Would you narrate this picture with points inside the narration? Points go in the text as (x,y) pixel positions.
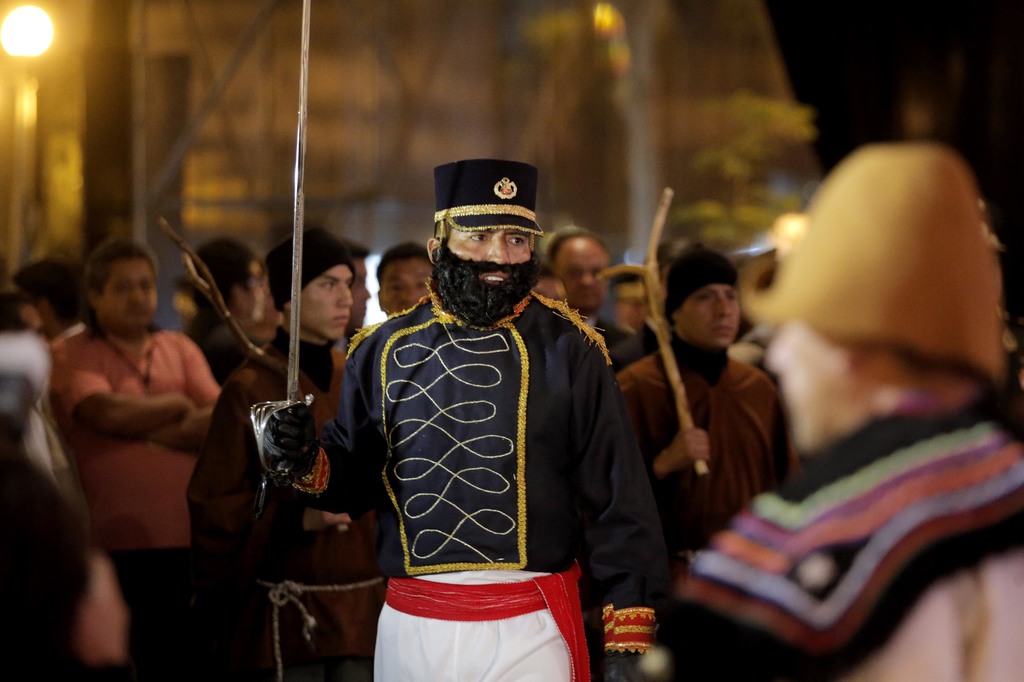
In this image there is a person (412,427) wearing a cap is holding a sword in his hand (296,428). Behind him there are few persons (297,657) standing. Right side (891,460) there is a person (923,451) wearing a cap (972,265). Left side (21,70) there is a street light (42,23). Background (445,47) is blurry.
